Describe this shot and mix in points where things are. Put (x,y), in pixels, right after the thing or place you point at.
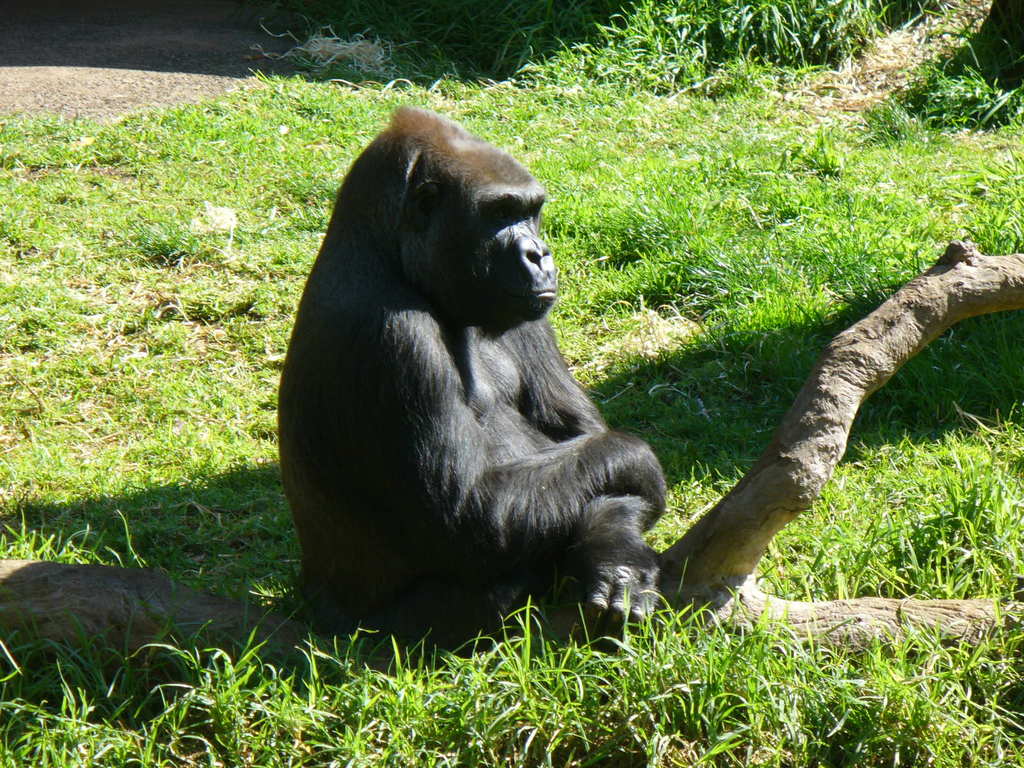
In the center of the image (367,395), we can see a gorilla (477,467) beside the branch (730,543) and in the background (617,159), there is ground (730,227) covered with grass (711,227).
